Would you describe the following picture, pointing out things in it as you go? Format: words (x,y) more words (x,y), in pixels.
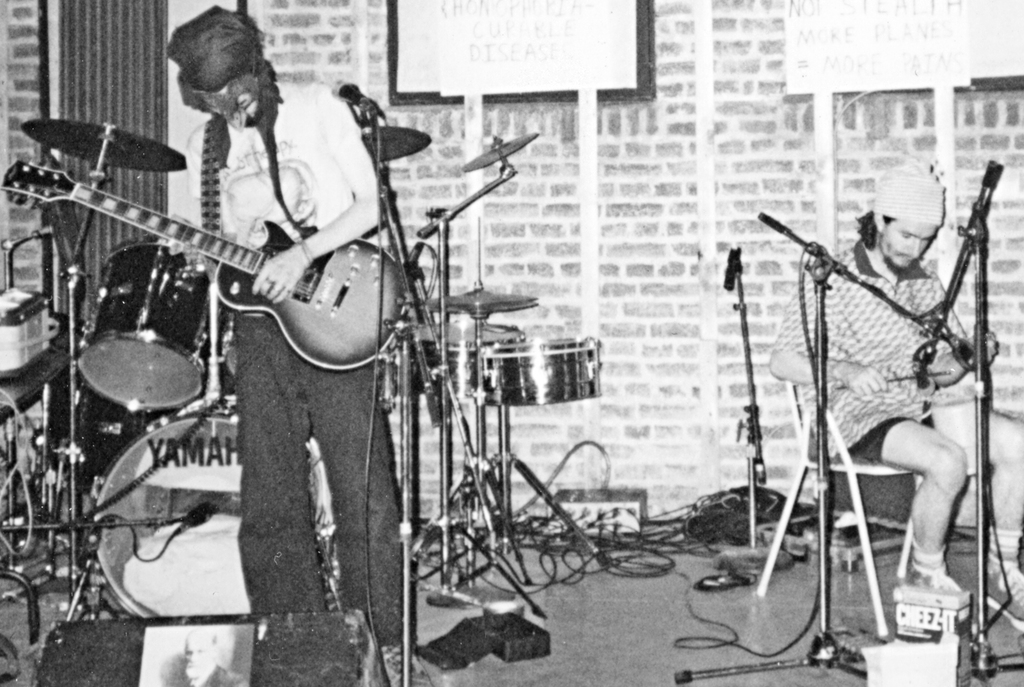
In this image there are two persons (303,124). It is clicked in a concert. To the left (288,491) the person (365,408) is playing guitar (384,343). To the right (839,357), the person (849,429) is sitting. In the background (46,441), there is a band set up (495,333), wall (673,153) on which two frames (598,90) are fixed. In the front (983,399), there is a mic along with mic stand (979,446).
